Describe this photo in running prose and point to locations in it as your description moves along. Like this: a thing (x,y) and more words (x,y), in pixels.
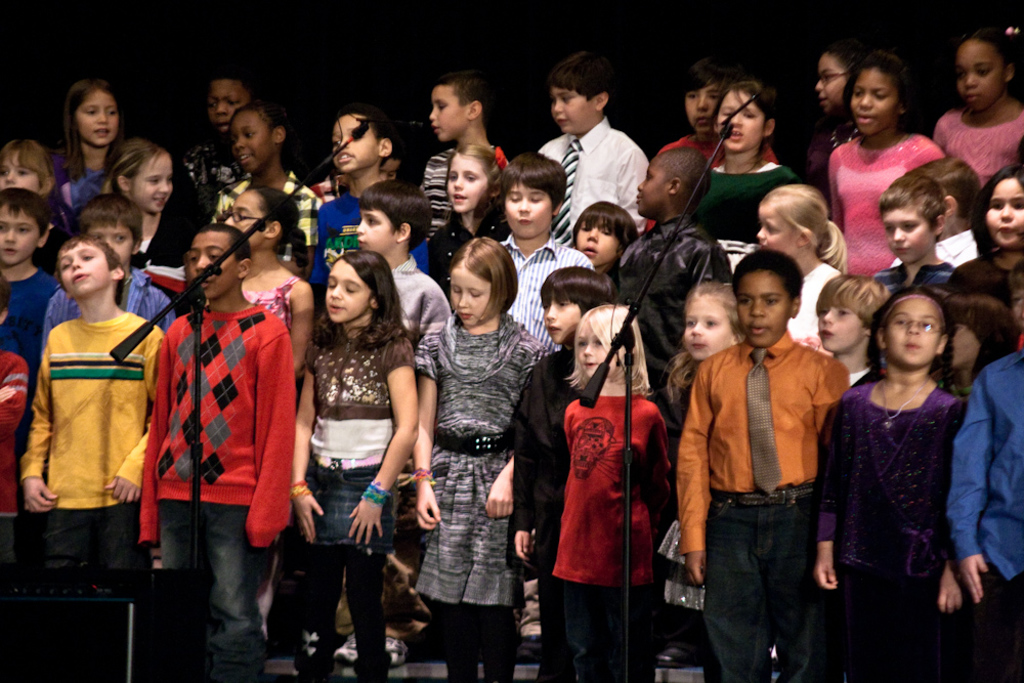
In this image we can see some group of persons (371,392) standing and in the foreground of the image (113,653) there are some microphones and sound box (34,654).
